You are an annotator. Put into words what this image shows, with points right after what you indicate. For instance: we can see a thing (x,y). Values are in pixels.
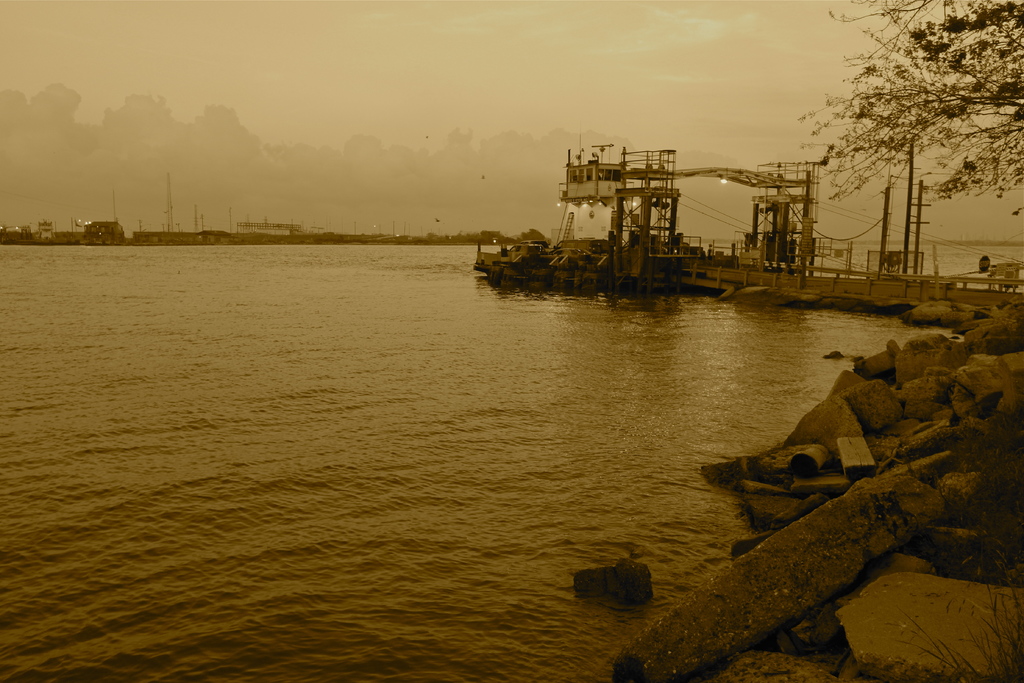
In the image we can see ocean (446,442), stones (828,524), trees (921,125) and a cloudy sky (281,143). Here we can see construction (661,166) on the side of ocean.
